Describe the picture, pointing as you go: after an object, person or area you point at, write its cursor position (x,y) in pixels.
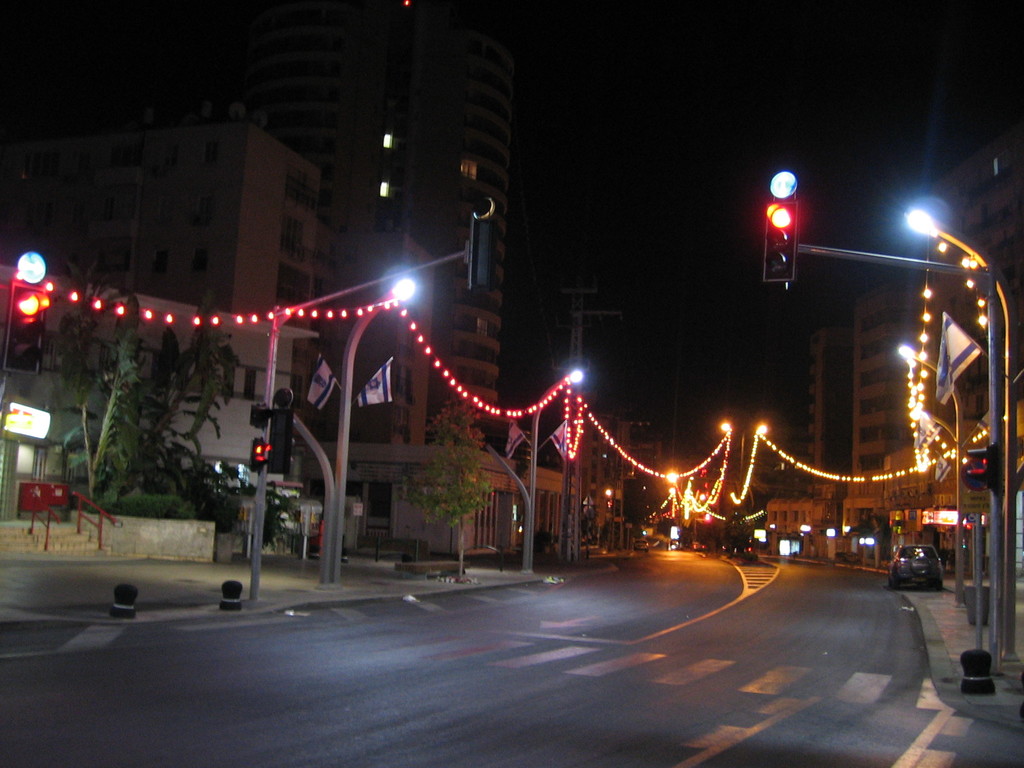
In this image I can see few roads (742,587) in the centre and on it I can see two vehicles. On the both sides of the roads (507,684) I can see number of poles (1011,450), lights (241,319), signal lights (15,363), number of flags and number of buildings (448,331). On the left side (60,497) I can see stairs (19,535), railings (47,525), few boards (40,409) and few trees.
